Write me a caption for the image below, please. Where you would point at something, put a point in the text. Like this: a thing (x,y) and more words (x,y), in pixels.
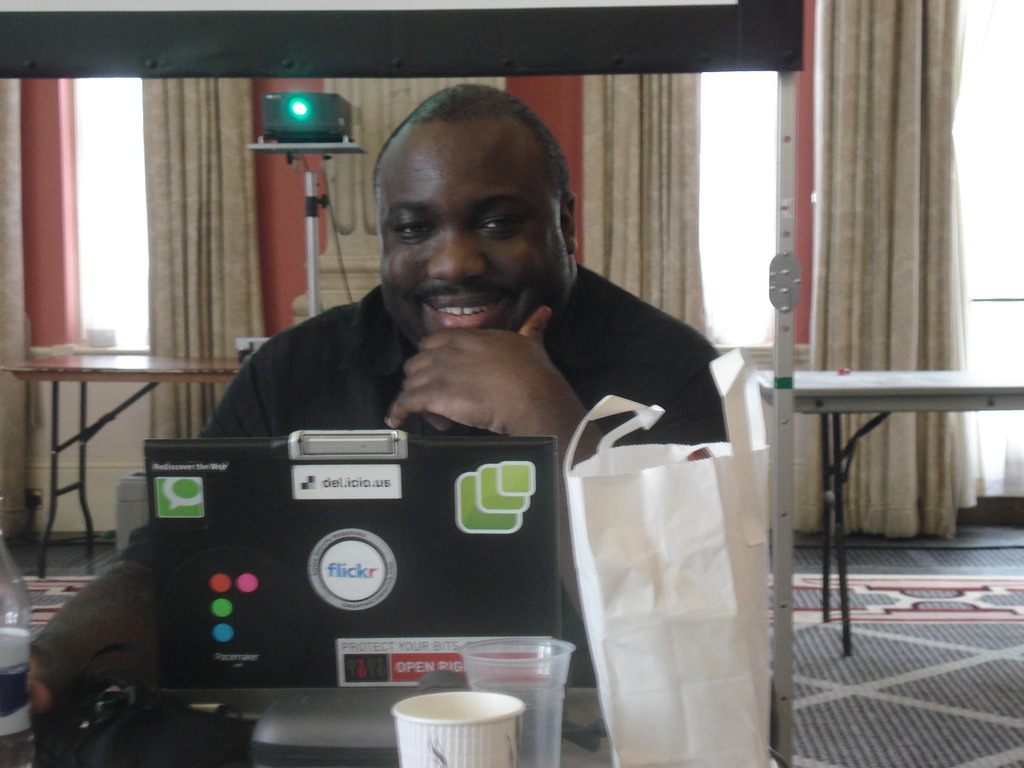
In this image I can see the person (678,342) is sitting. I can see the laptop (395,603), cups (424,756) and few objects (230,749) in front (281,537). I can see few windows (144,255), curtains (188,299), wall (38,286) and tables (38,362).
